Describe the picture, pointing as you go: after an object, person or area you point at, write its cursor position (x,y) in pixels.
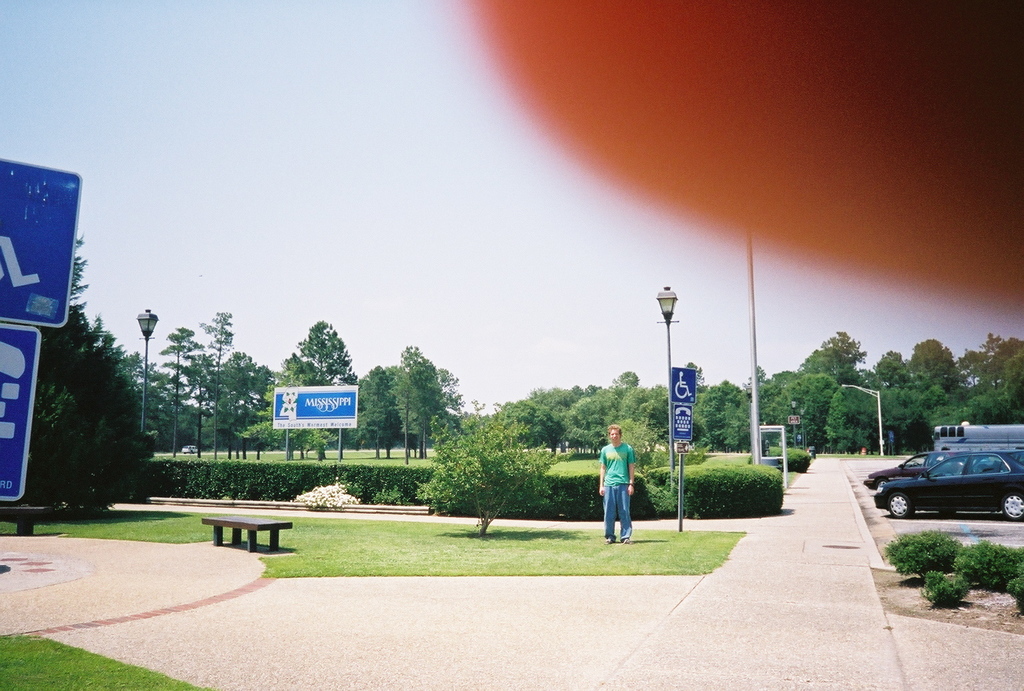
In this picture I can see a man (628,537) standing and I can see few trees (330,344) and a board (335,394) with some text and I can see few sign boards (685,396) and pole lights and I can see cars (900,479) parked and I can see few plants (955,594) and a bench (239,519) and I can see cloudy sky (420,202).
